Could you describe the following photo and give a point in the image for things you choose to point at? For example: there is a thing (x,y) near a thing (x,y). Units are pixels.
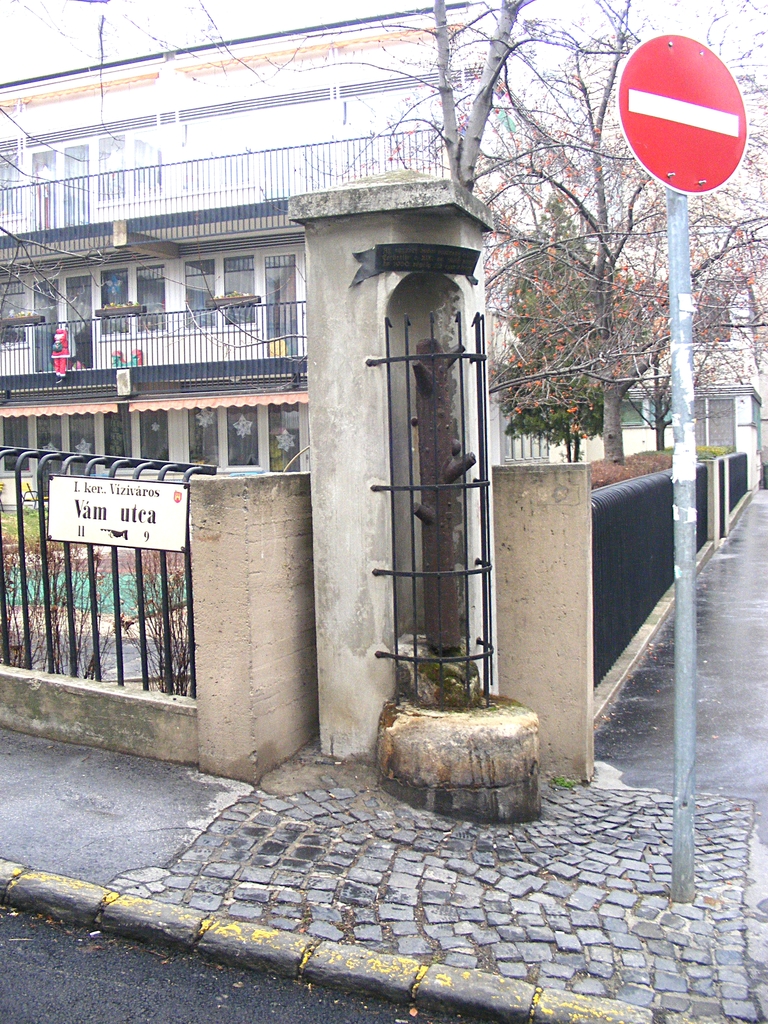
In the picture I can see a red color board (684,158) which is attached to the pole (683,512) in the right corner (689,110) and there is an object (433,522) beside it and there is a fence (714,499) on either sides of it and there is a building (235,252) and few trees (600,209) in the background (589,192).
